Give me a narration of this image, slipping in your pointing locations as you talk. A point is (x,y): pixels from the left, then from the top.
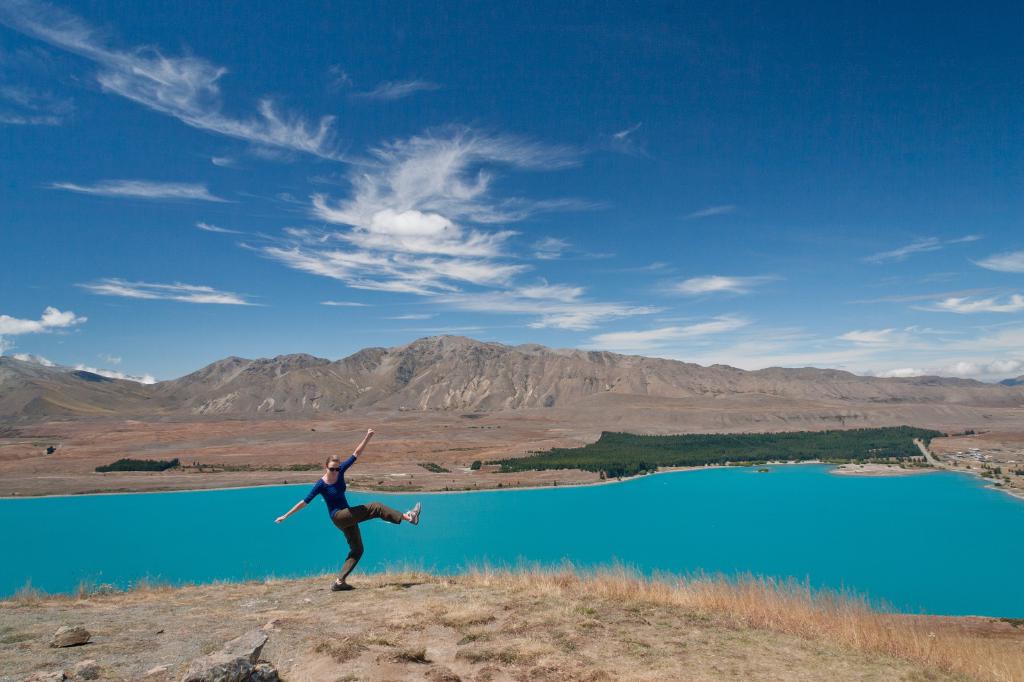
In this image there is a girl (357,519) striking a pose, behind the girl (346,527) there is water (533,504) and mountains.
